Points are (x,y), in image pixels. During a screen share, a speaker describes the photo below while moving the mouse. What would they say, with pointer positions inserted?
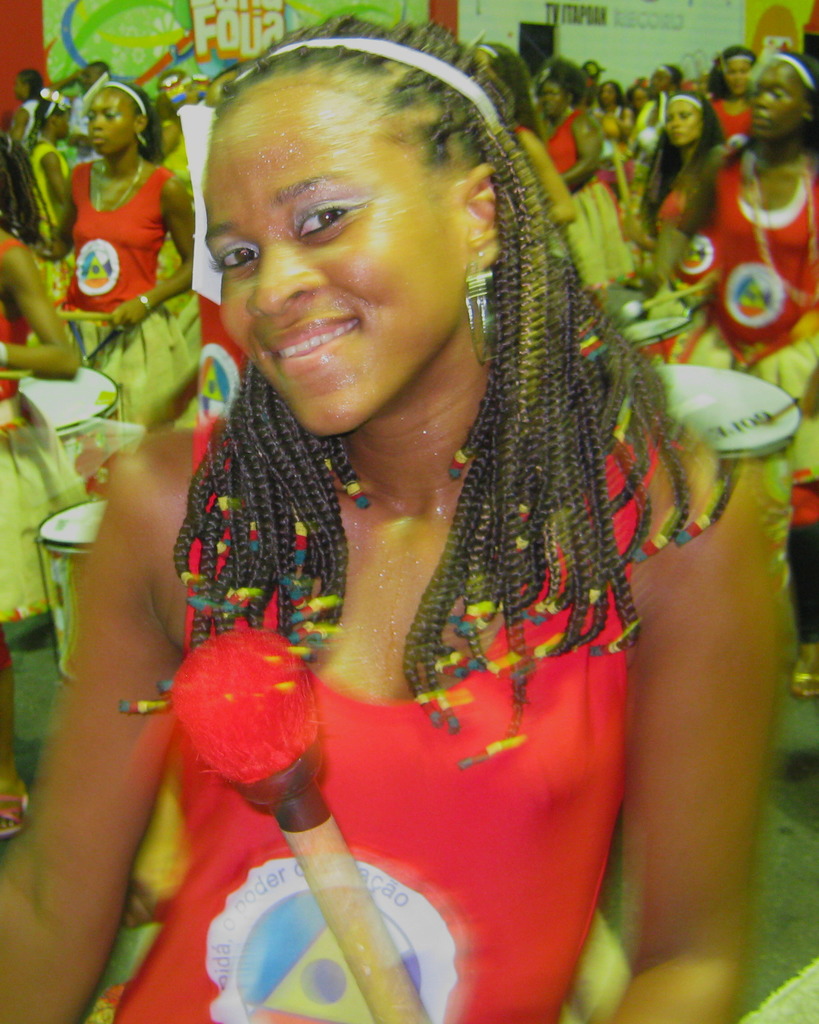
In the foreground of this picture (364,475) we can see a woman (659,547) wearing red color t-shirt (424,881), smiling and standing and we can see some other objects (287,698). In the background (35,351) we can see the group of persons (513,104) wearing red color t-shirts (752,300), standing and seems to be playing drums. In the background (656,36) we can see the text (594,17) on the banners (190,26) and we can see the group of persons (562,112) and many other objects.
